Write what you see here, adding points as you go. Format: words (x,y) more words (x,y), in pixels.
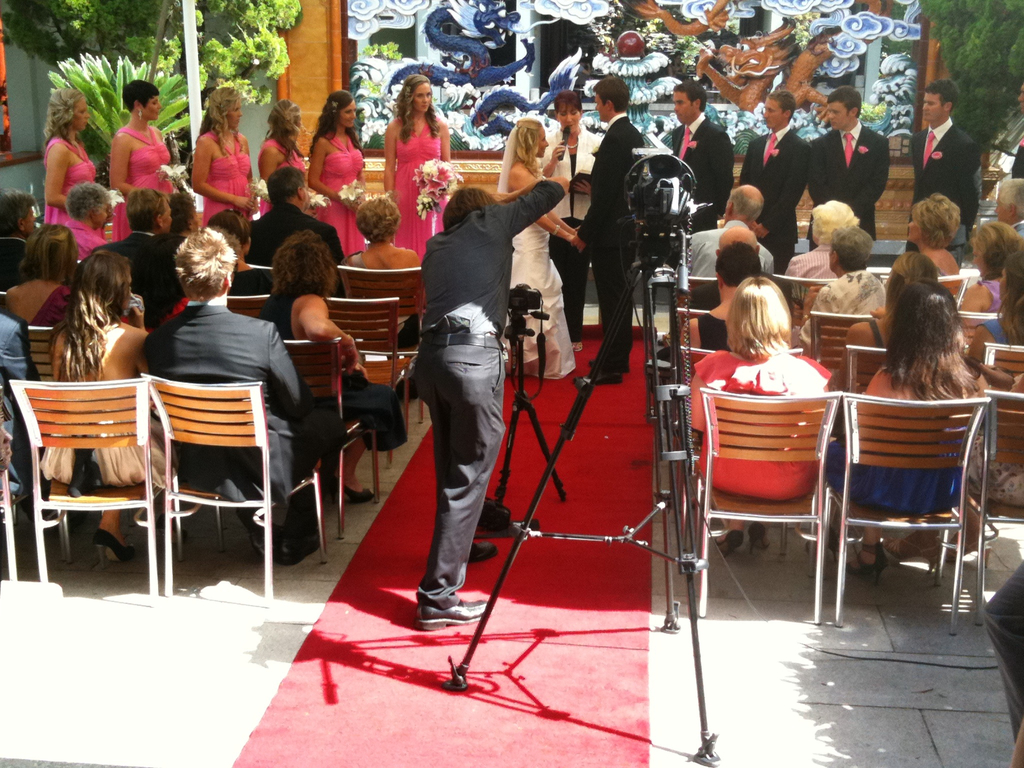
In this picture we can see few women (544,154) and men (724,165) wearing beautiful attires (236,162) and standing. Here we can see few persons (762,308) sitting on the chairs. Here we can see one man (491,388) holding a camera (518,295) and taking the picture. On the background (585,31) we can see trees (252,38) and plants (165,70) and decoration stage (547,75). This is a floor (170,652).
